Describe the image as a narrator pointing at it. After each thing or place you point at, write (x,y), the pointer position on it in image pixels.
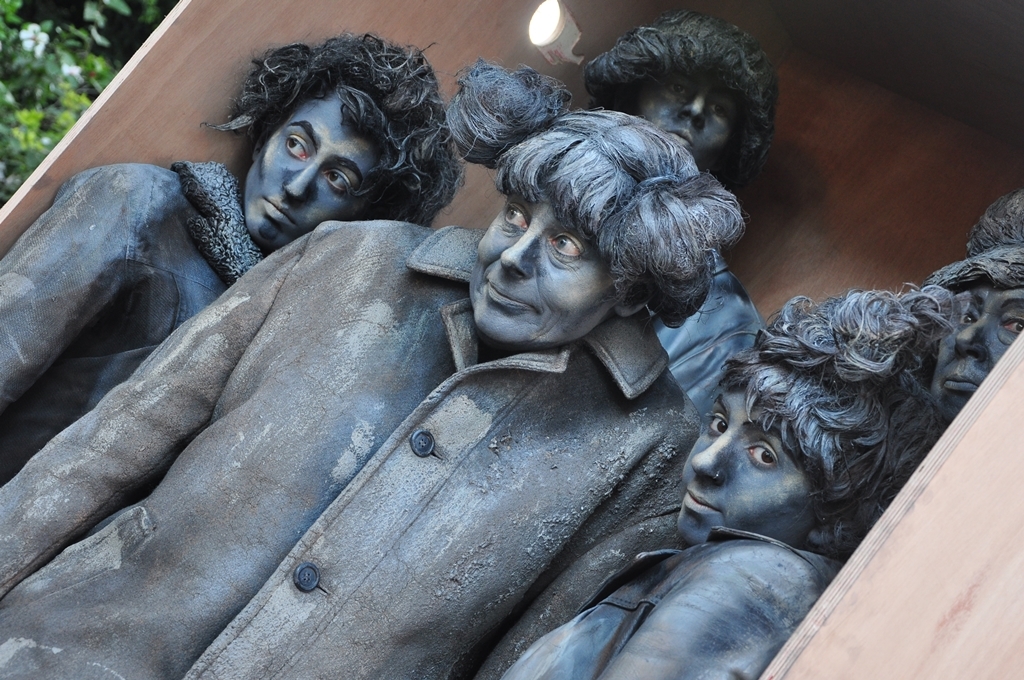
In this image, there are group of people (555,141) wearing clothes (176,376). There is a light (555,20) at the top of the image (549,38).
